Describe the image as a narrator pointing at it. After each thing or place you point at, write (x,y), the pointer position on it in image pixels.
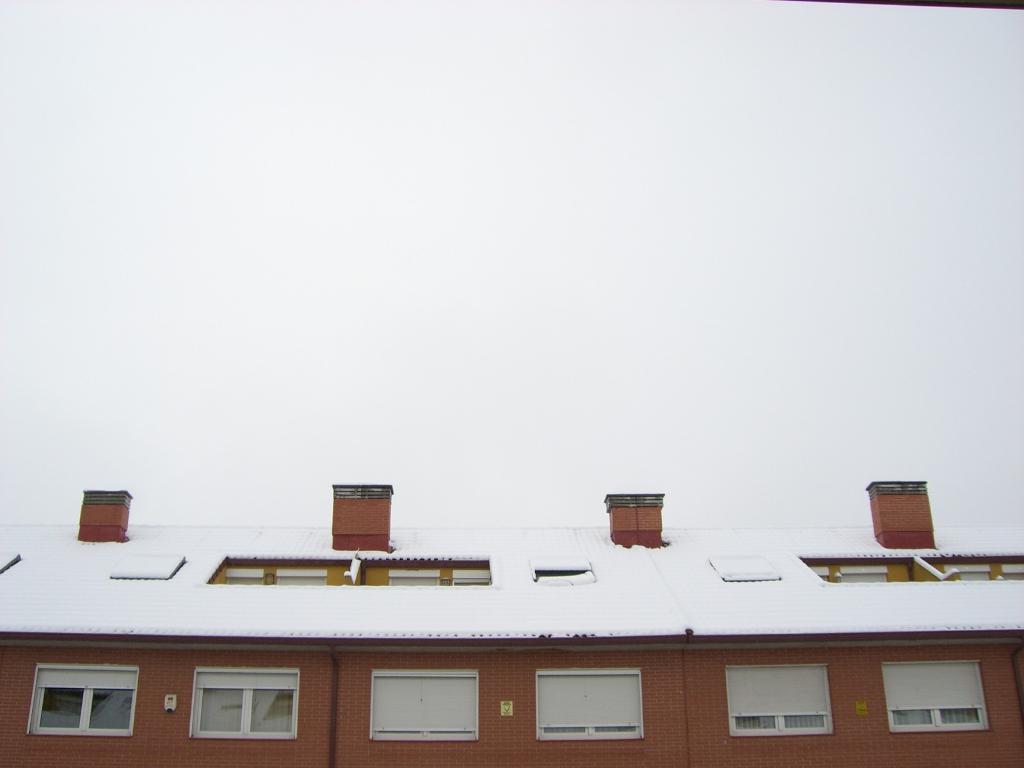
In this image we can see brick house (291,752) where the roof (252,636) is covered with snow (642,604) and the plain sky (456,410) in the background (575,394).
